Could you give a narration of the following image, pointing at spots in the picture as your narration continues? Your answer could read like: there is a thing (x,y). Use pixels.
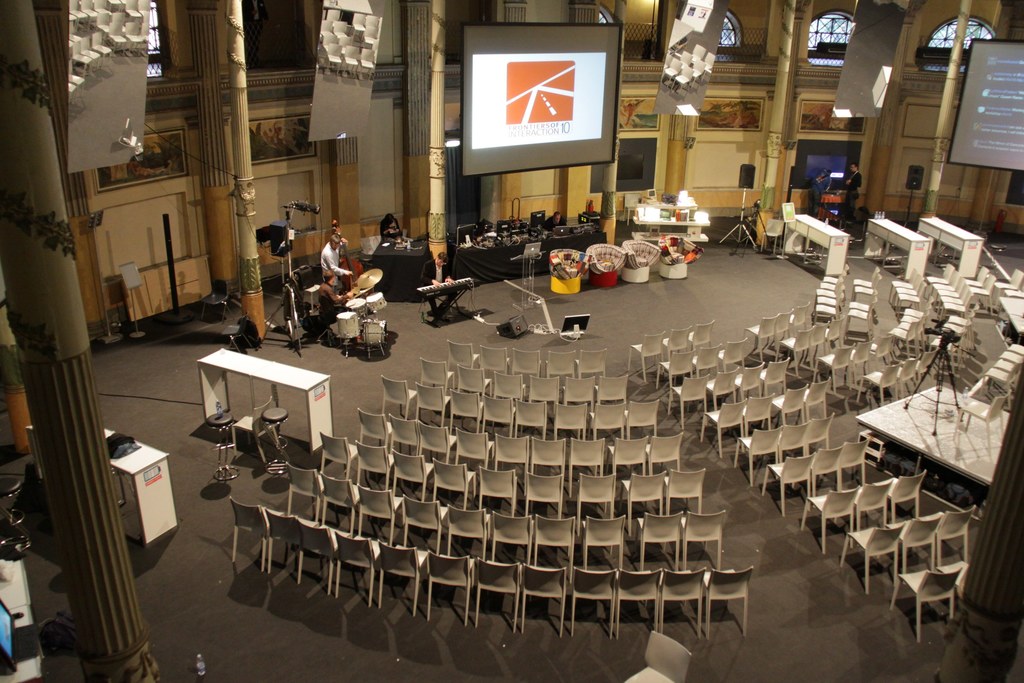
In this image we can see many chairs (359,552), video camera (942,334) to the tripod stand (914,393), drums (365,332), piano (463,279), a person (337,256) playing double bass (358,266), speaker boxes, projector screen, mirrors (93,128), tables (394,271), pillars (252,227) and the wall (138,228) in the background (112,228).
